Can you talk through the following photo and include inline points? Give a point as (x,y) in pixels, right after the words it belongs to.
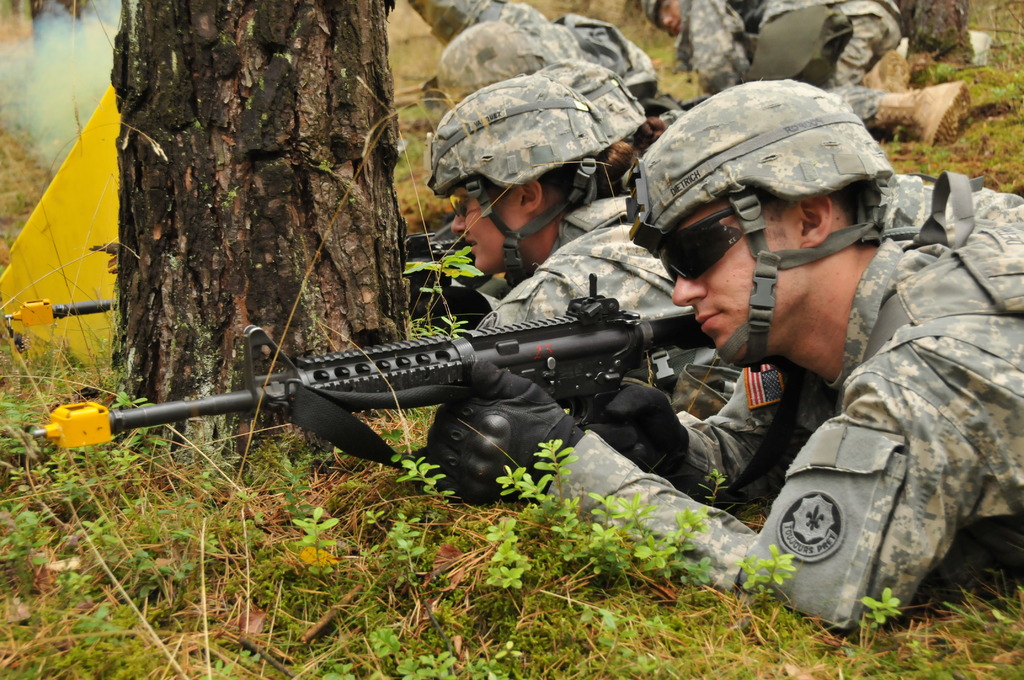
In this picture I can see some army people (725,259) laying on the grass (422,140) and holding guns (579,373), side there is a stem (136,152) of a tree (155,195).
